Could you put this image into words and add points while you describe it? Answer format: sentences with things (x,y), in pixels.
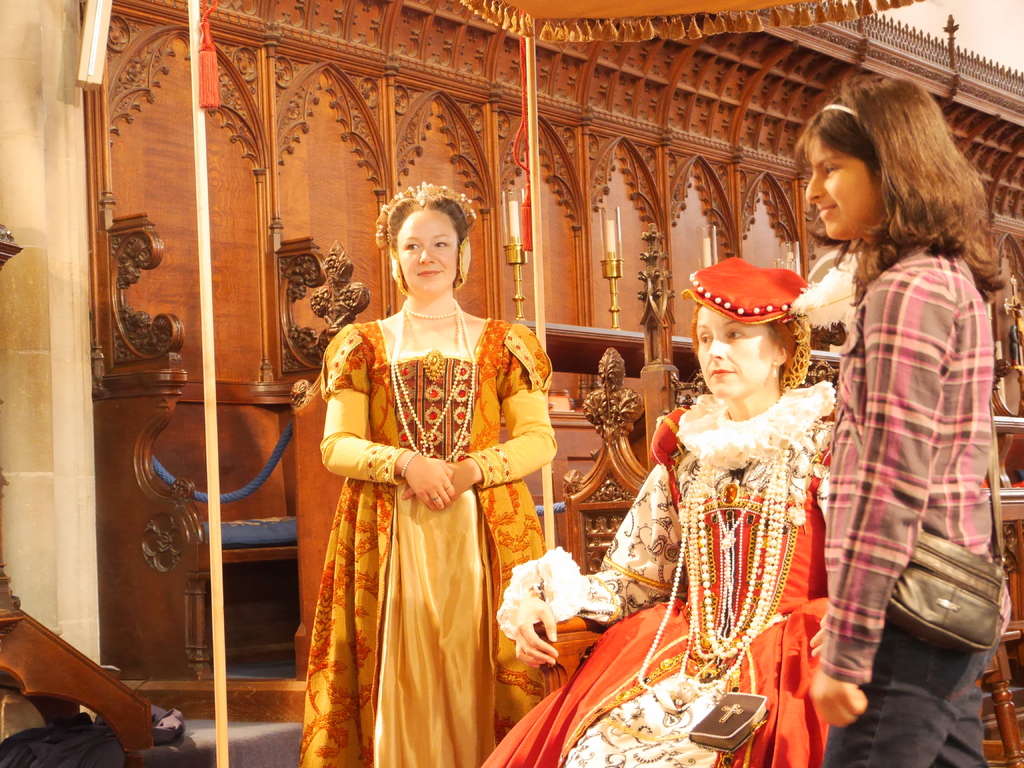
There are two women (961,190) standing, in between these two women (345,568) we can see another woman (728,411) sitting on a chair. We can see poles (541,274). In the background (504,191) we can see designed wall (763,190), candles (620,221), chair (158,344) and ropes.
